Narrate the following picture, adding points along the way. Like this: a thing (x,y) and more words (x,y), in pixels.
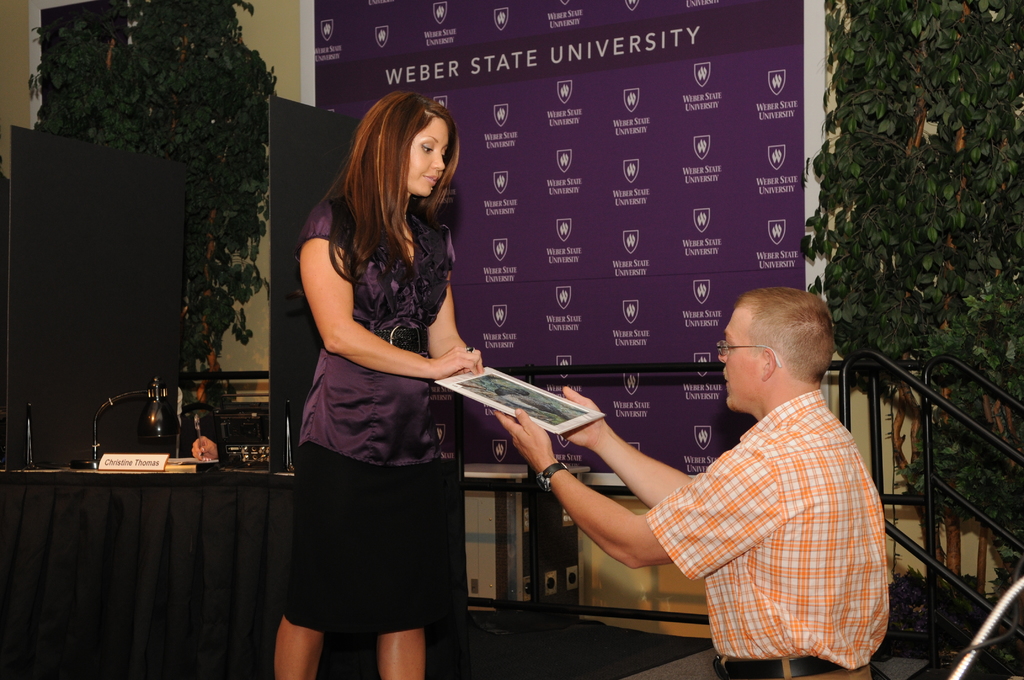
In this picture we can see a man (808,567) and a woman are holding a photo frame (567,406), on the left side (225,535) there is a table (157,536), we can see a name board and a lamp (153,429) placed on the table (218,488), on the right side (987,285) and left side (248,293) there are trees (954,437), in the background (645,376) we can see a hoarding (356,56) and a wall (287,36), there is some text (567,126) on the hoarding (626,192).
